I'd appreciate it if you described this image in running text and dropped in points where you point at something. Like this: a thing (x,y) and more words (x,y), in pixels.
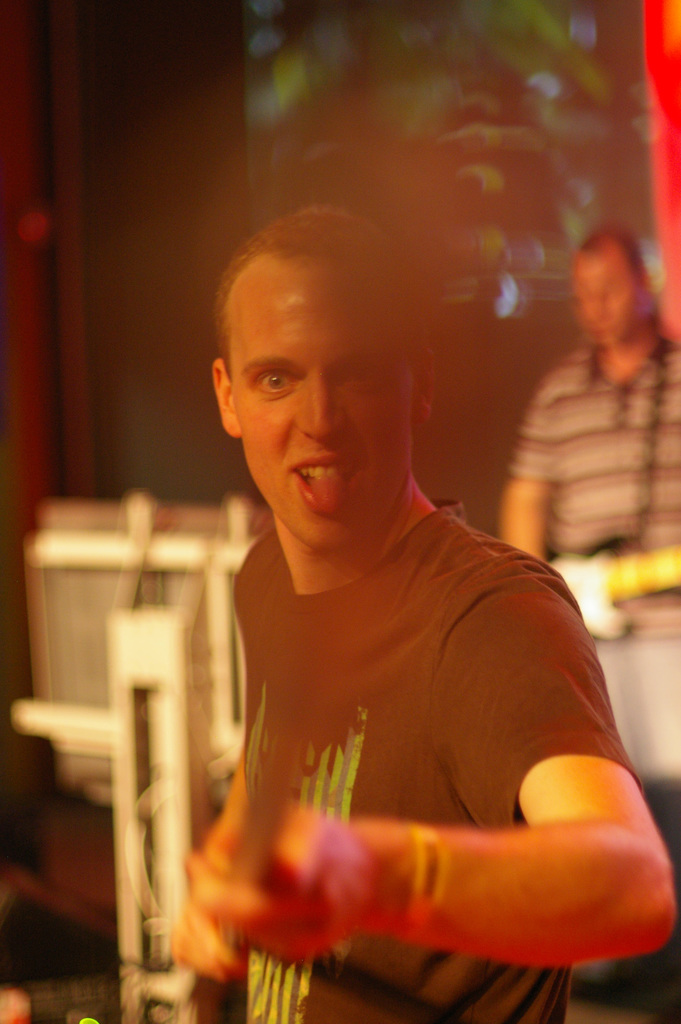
In this image there is a person (498,617) standing, with a gesture on his face (401,381) is posing for the camera, behind the person (261,714) there is another person (577,436) standing.
